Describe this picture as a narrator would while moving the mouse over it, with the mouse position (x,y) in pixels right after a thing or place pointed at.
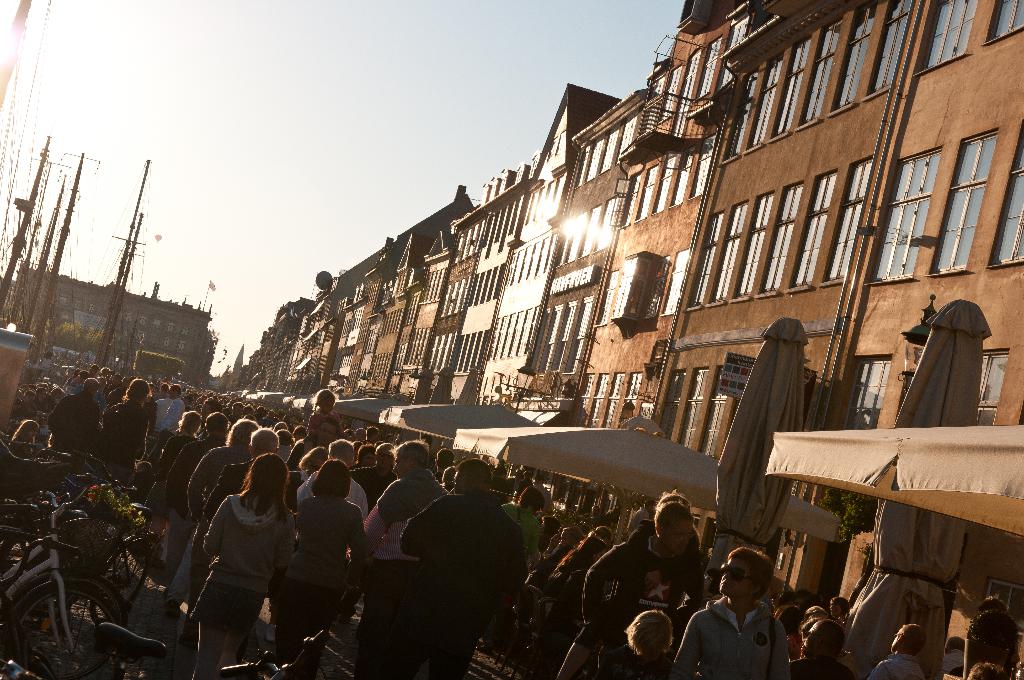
In the bottom left corner of the image (50,532) there are bicycles (80,571). And also there are many people (417,495). On the right side of the image (929,117) there is a building (888,122) with walls (970,104), windows (876,86), pipes (823,394) and name boards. And also there are tents (955,370) in front of the buildings (715,442). In the background (9,133) there are ship masts (66,232) with ropes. At the top of the image (295,82) there is sky (344,88).
